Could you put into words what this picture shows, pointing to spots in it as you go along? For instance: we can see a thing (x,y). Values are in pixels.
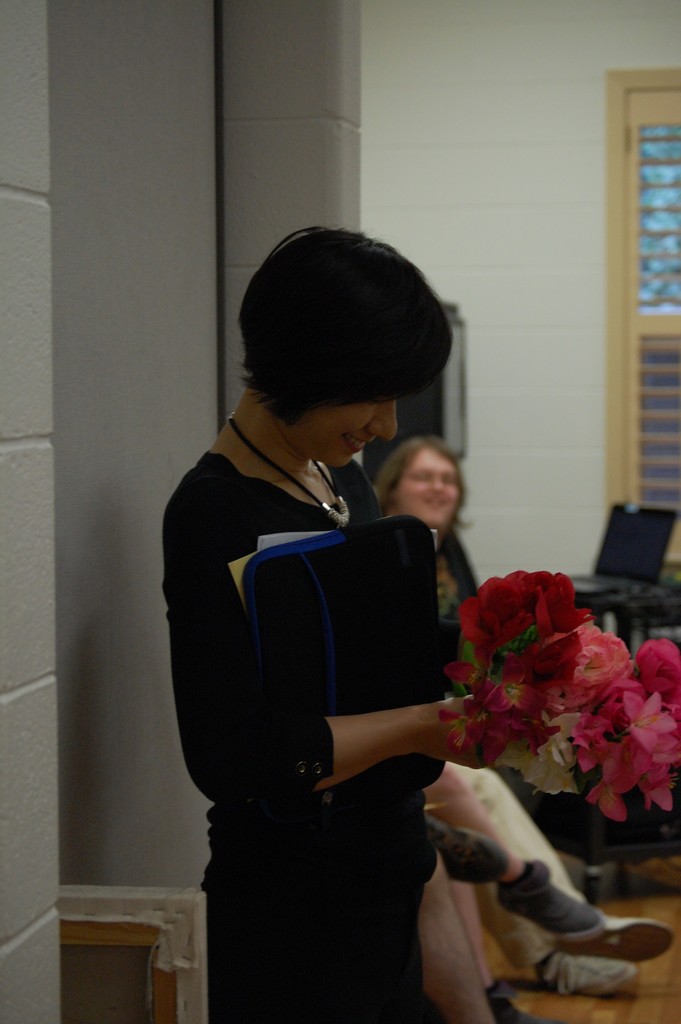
In this image we can see a woman (362,498) is standing, and smiling, she is holding flowers (642,658) in the hand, at beside here a woman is sitting, here is the laptop (646,520) on the table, here is the wall (514,12).
